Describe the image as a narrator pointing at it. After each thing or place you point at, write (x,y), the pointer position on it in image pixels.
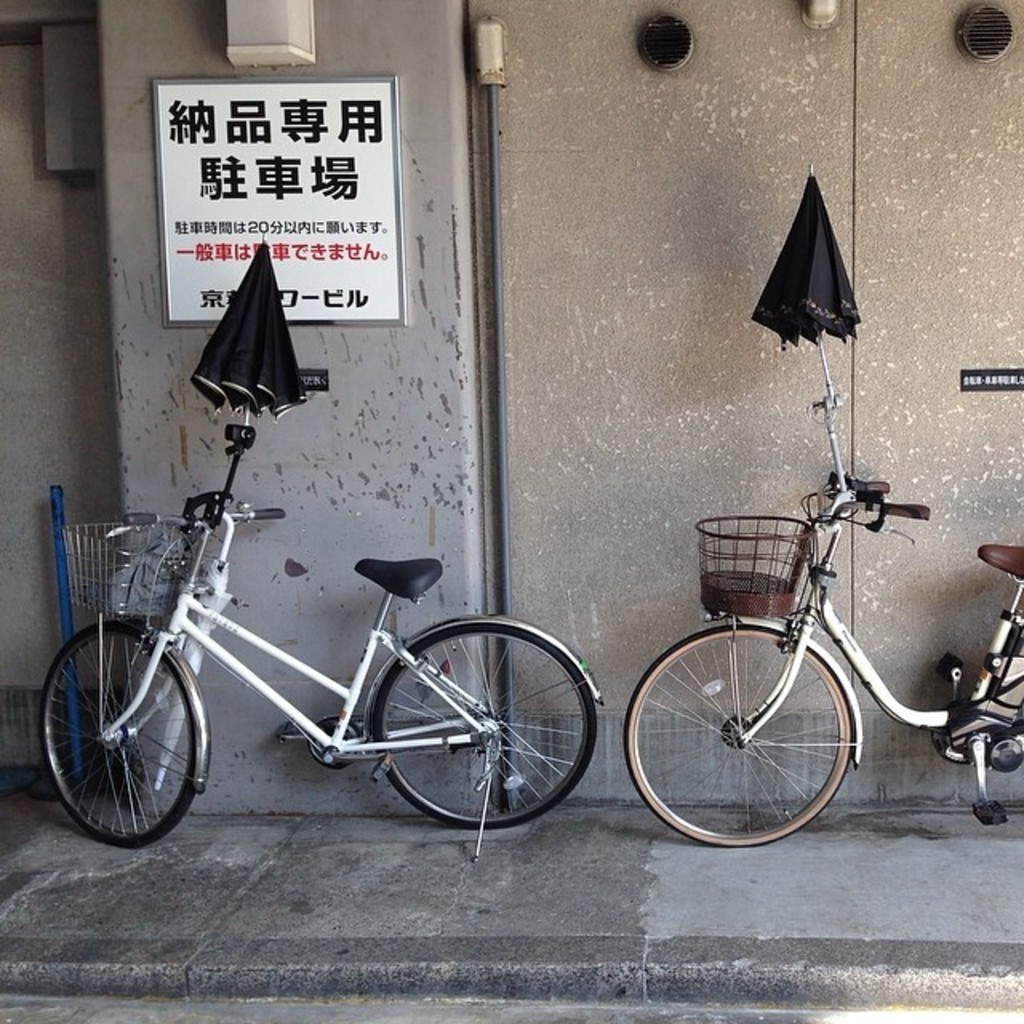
In the picture I can see two bicycles (572,773) and there are two umbrellas (258,395). I can see a board (345,264) on the wall (209,38) with text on it.
